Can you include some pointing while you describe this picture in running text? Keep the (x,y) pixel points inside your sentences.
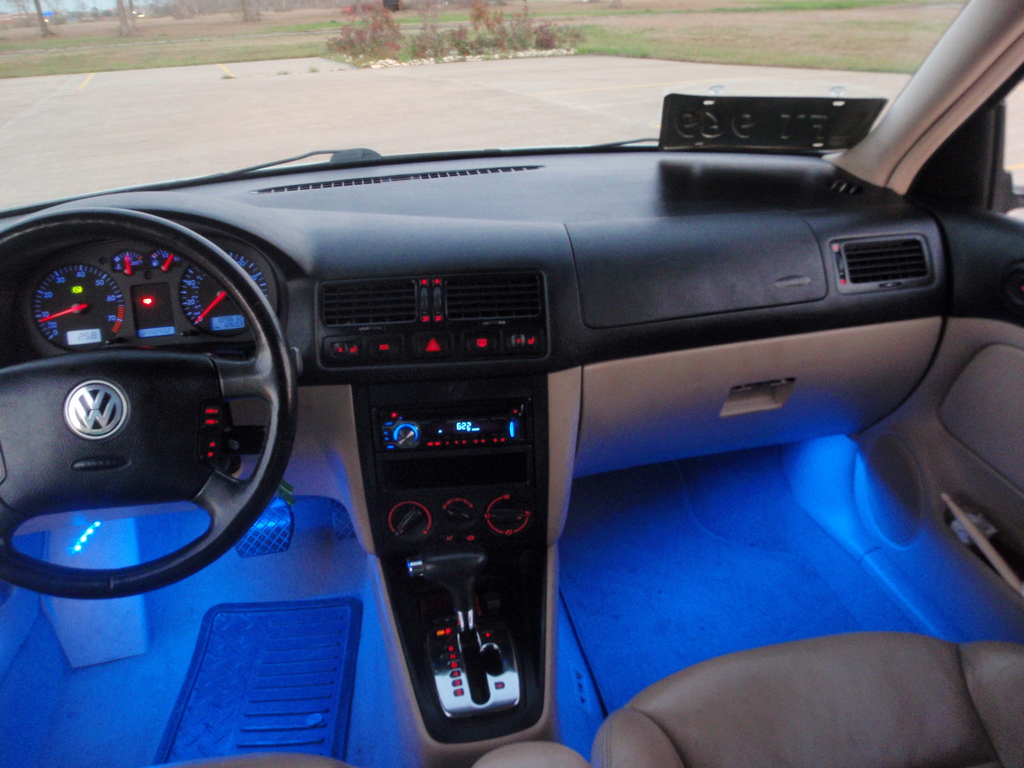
This is an inside view of a car (358,352). on the left side (84,376), I can see the steering (123,396). At the bottom of the image (742,733) I can see the seats (744,744). On the top of the image (431,66) I can see the road (176,97), grass (228,48), plants (370,45) and some trees (122,8).
